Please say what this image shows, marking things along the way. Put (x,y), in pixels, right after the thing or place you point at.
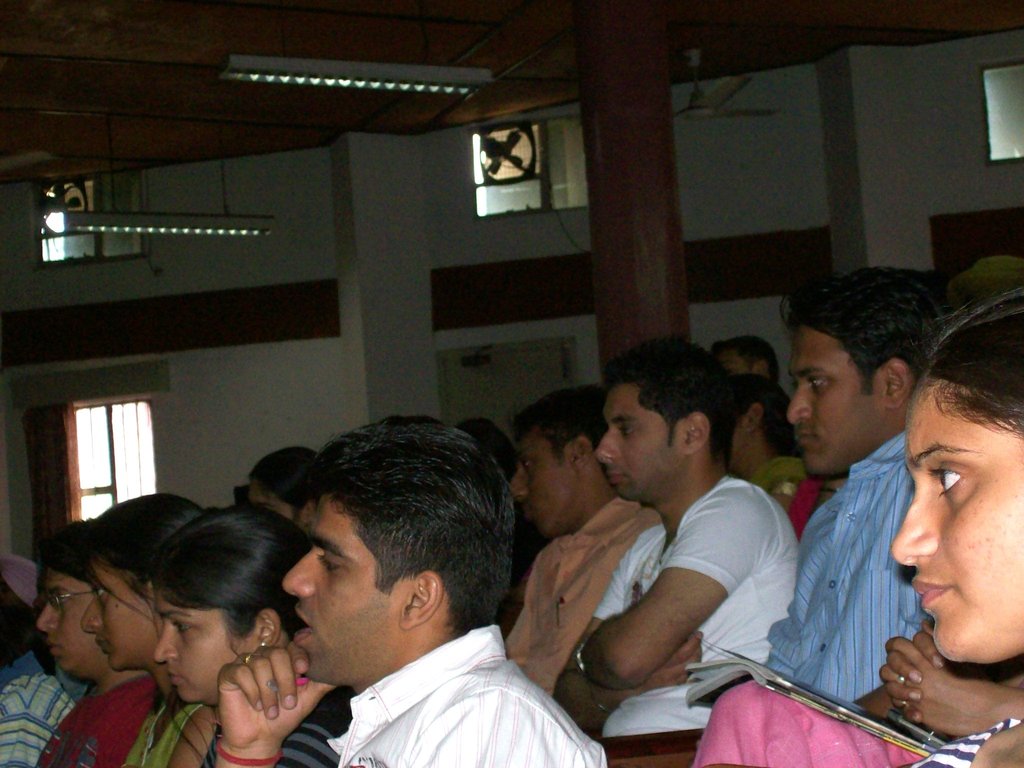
In the center of the image (560,442) there are people (353,761) sitting. In the background of the image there is a window (83,454). There is wall (353,254). There are pillars (657,210). At the top of the image (454,117) there is ceiling (262,107) with lights (494,71).
